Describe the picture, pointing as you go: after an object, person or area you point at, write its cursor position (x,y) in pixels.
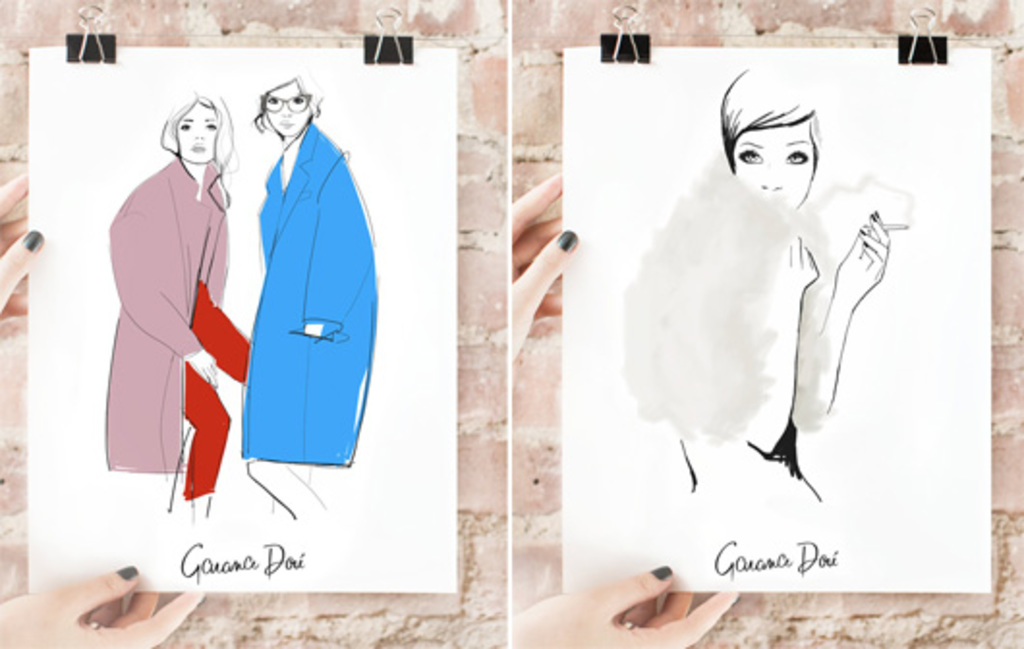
This is a collage image. In this I can see two pictures. Here a person's hands (576,611) holding a white color paper (593,181) which consists of drawing (717,300) of a person (727,366). Under this drawing (779,426) I can see some text (760,565). In the left side (110,600) image also I can see a person's hands (23,261) holding a white color paper (67,339) which consists of a drawing (195,193) of two persons (226,190) and it is painted with colors. Under this I can see some text (241,565).
